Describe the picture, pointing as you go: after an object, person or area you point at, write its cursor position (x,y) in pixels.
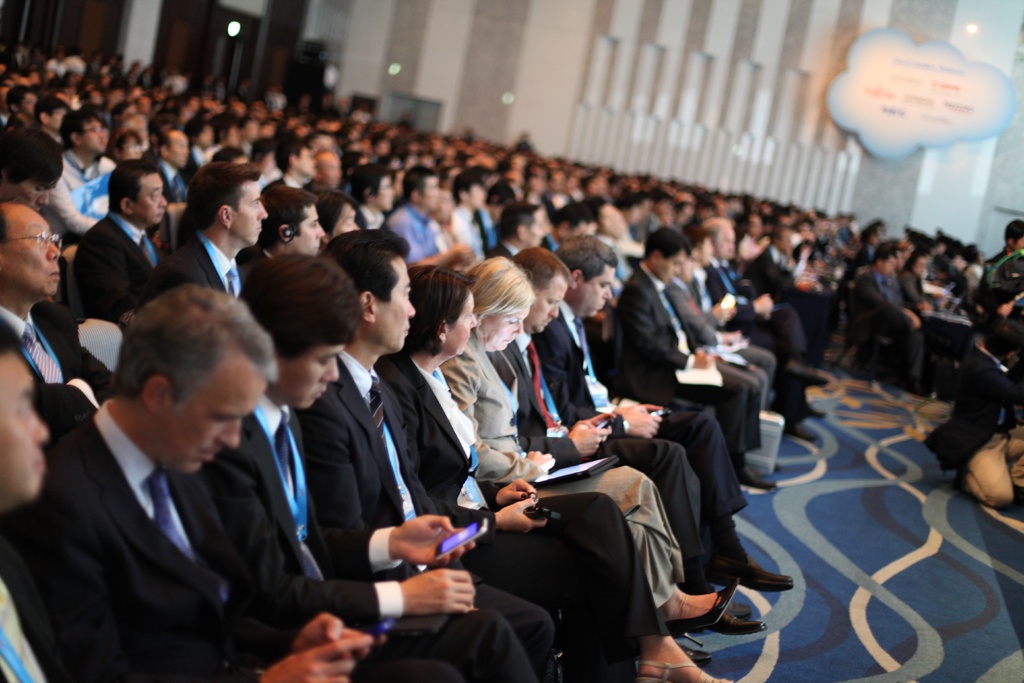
In this image I can see group of people (394,209) sitting on the chair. They are holding phones (478,532) and papers (708,382). Back Side I can see wall (549,60) and board (880,71) is attached to it.
